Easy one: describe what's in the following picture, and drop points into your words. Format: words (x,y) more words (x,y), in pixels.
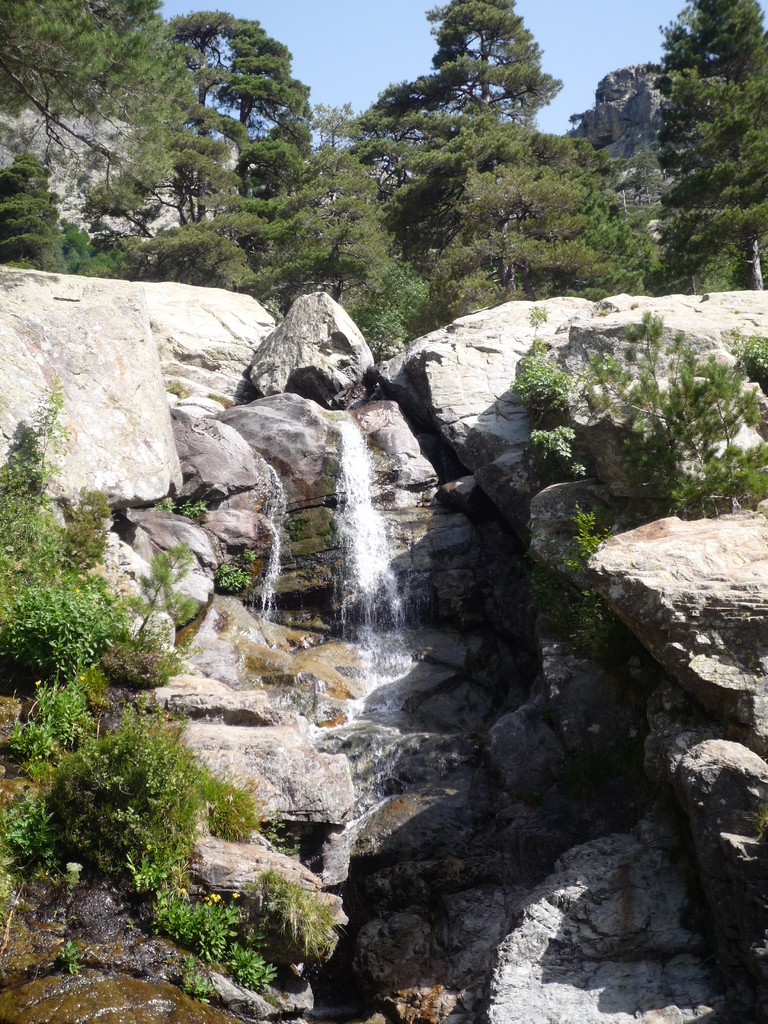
This picture is clicked outside the city. Here, we see waterfalls (352,560) and beside that, there are many rocks (332,774). There are many trees (349,133) in the background (458,133) and at the top of the picture (283,28), we see the sky (325,8).
